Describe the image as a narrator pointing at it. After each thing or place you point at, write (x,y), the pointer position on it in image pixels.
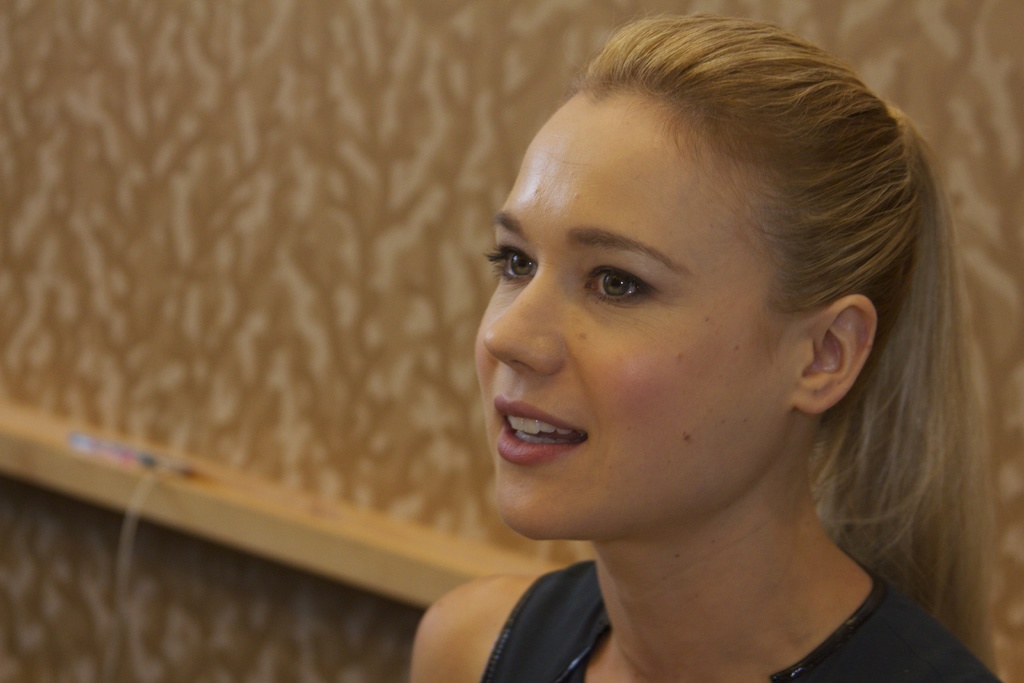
In this picture we can observe a woman (615,573) wearing black color dress (569,632). We can observe cream color hair (846,145). The woman (829,414) is smiling. In the background (493,478) there is a wall (282,179) which is in cream color.
